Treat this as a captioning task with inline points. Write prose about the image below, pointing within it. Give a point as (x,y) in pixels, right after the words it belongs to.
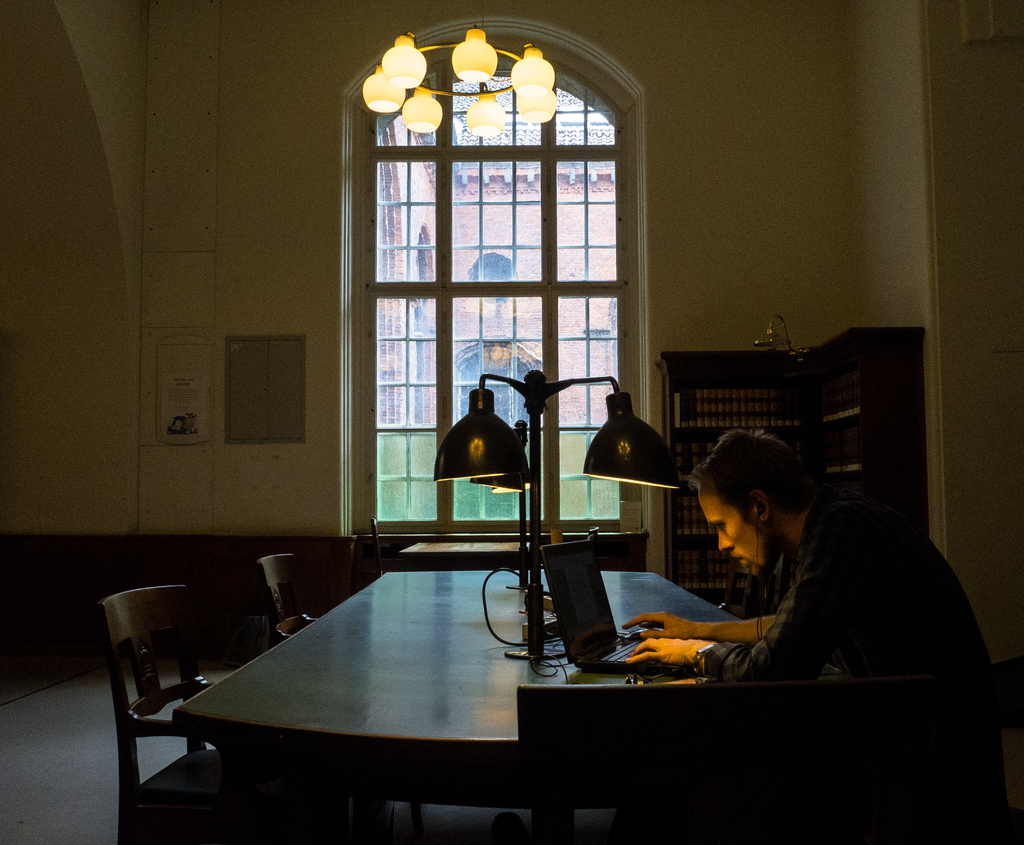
The person (879,566) wearing a black shirt (893,610) is sitting in a chair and operating laptop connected earphones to it. In background (512,314) there is a window (529,308) and a bookshelf (753,403).
